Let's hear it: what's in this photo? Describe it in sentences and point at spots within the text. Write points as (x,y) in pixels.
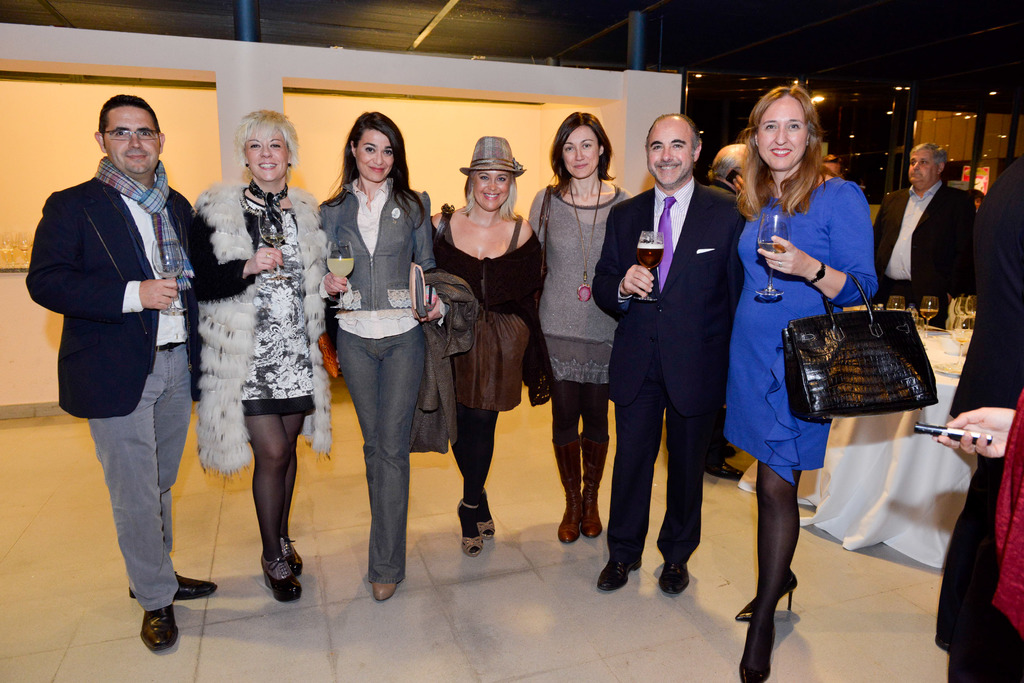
In this image we can see person (309,326) standing on the floor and holding the glasses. On the right side of the image (948,236) we can see a person (920,246) standing at the table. On the table (970,351) there are glasses (935,316), cloth (926,344). In the background (260,74) there is a wall (362,74) and pillar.
